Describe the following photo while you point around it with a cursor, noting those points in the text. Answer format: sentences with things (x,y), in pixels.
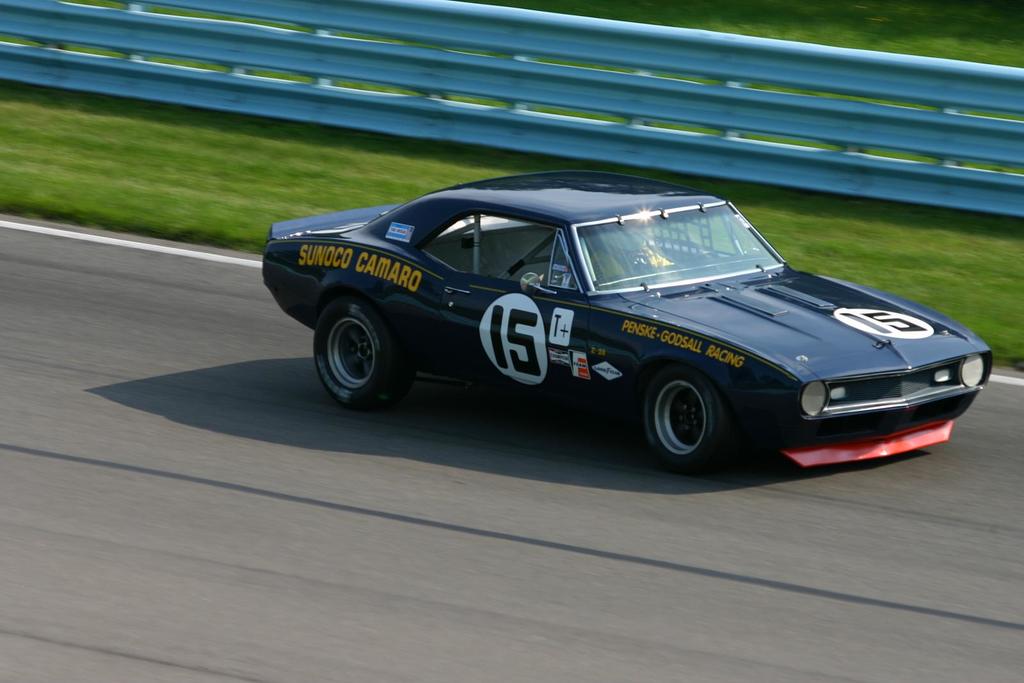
There is a car (835,400) on the road (359,571). This is grass (898,260) and there is a fence (678,79).
